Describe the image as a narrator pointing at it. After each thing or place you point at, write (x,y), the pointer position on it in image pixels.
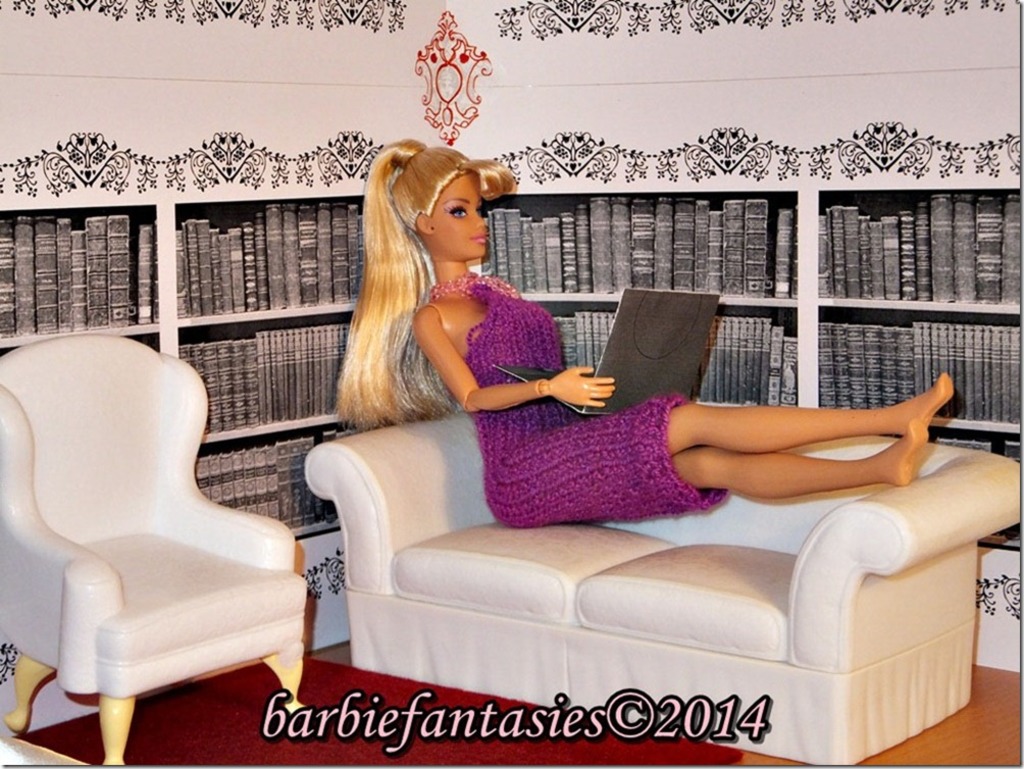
There is a Barbie doll (655,443) sitting in a sofa (432,460) placing a laptop (621,374) on legs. There is a chair (141,493) beside her. In the background (248,285) there is shelf (234,313) in which some books (566,282) were placed.
